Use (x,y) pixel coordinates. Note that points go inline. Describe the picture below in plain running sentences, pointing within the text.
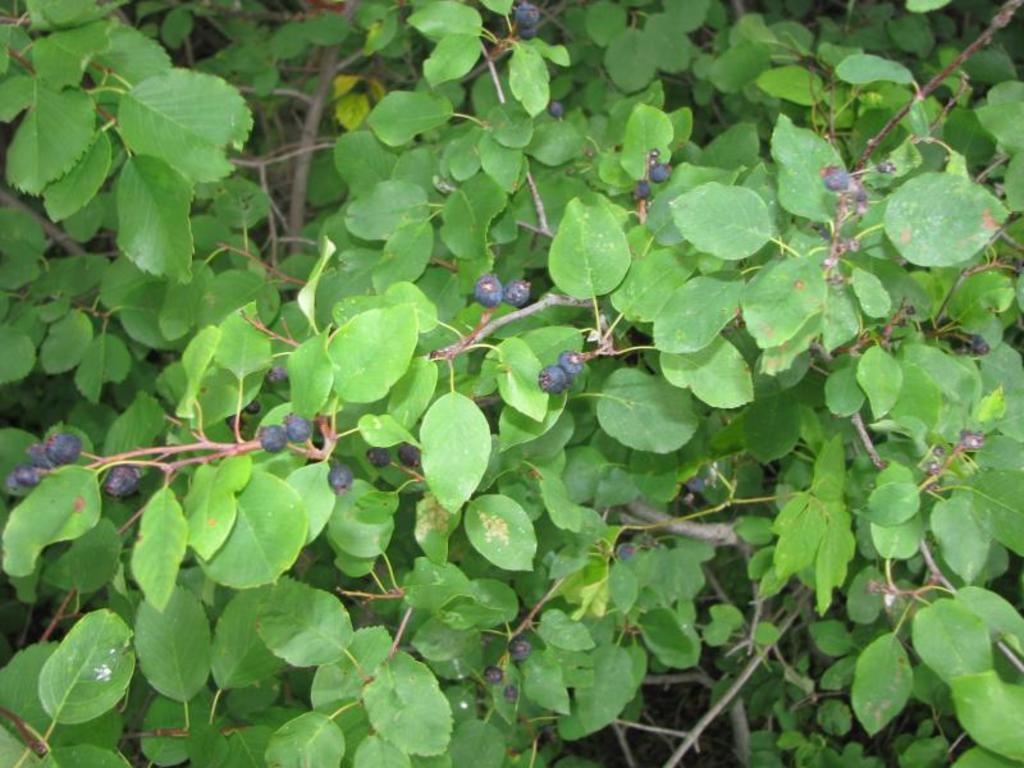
In this image we can see fruits (520,304), leaves (399,337) and stems (145,463).
